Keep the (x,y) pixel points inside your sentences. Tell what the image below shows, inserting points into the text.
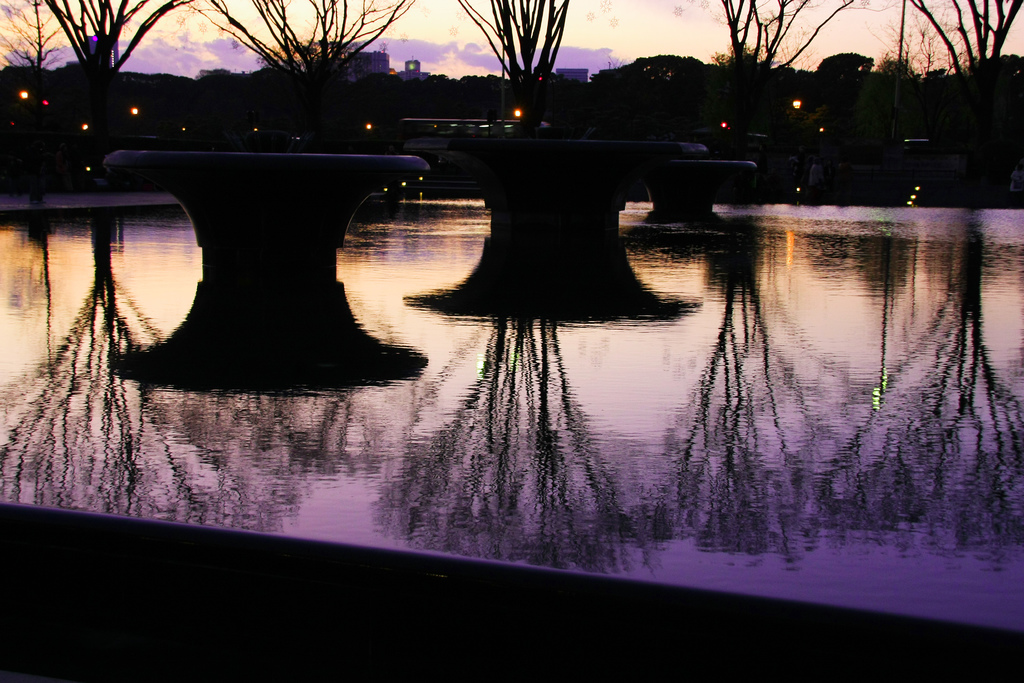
In this image there are three big pots (295,197) in the water (671,231). In the background (419,63) there are trees (521,87) and buildings (416,71). There are lights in some parts of buildings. At the bottom (284,462) there is water (536,414) on which there are reflections (476,321).
